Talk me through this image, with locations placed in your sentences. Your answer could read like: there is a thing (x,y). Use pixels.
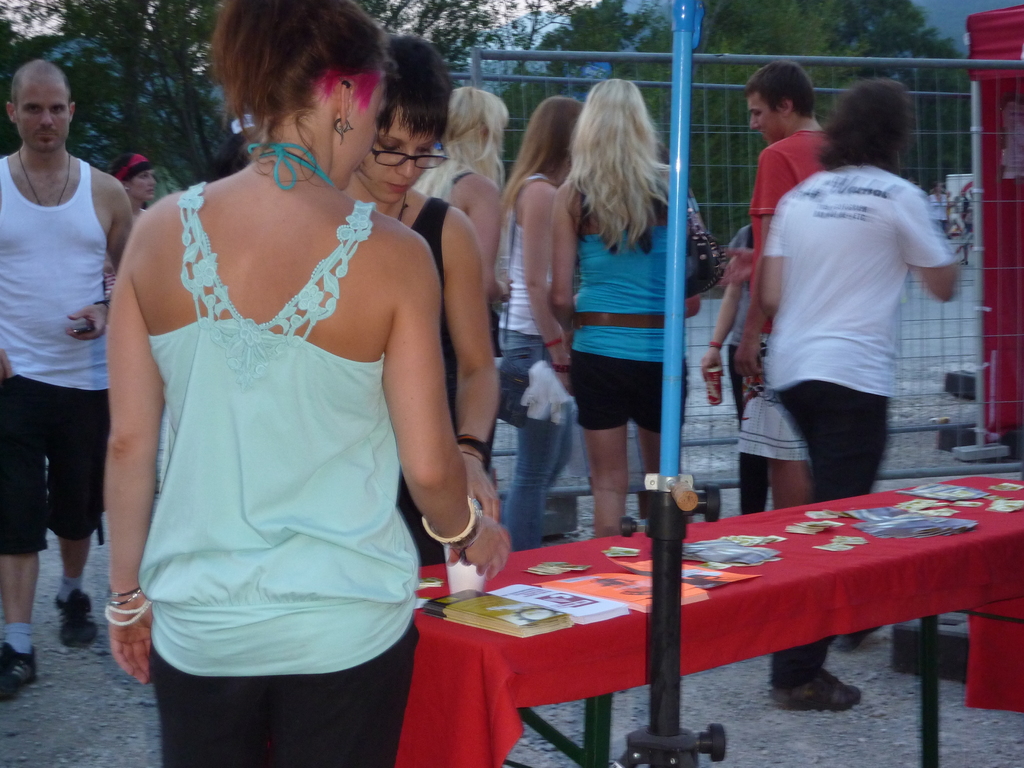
It looks like an exhibition, some people (575,391) are standing in front of the stall (853,569), there is a table (851,551) and there are some cards (845,549) and papers (594,600) and some forms (638,592) kept on the table (891,505), two people (363,502) are standing near to the table (427,616), they are taking something from the table (509,563), in the background (633,80) there is a grill (565,52), outside that there are big trees (767,15) and sky (406,14).
